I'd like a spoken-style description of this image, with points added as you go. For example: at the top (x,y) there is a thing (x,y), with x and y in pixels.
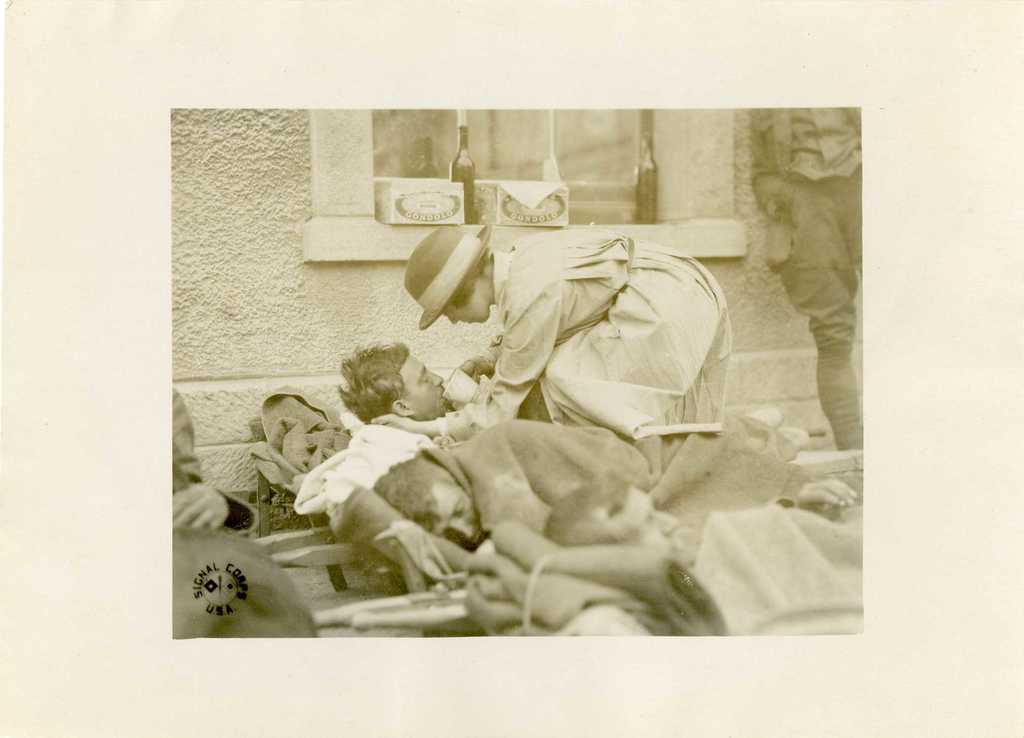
In this image, I think this is a picture on the paper (378,52). I can see two people (425,410) laying. Here is the woman (608,319) standing and holding a cup (463,399). I can see cardboard boxes (462,211) and a bottle (460,140), which are placed near the window (619,210). Here is a person (827,265) standing. I can see the watermark (237,579) on the image.
